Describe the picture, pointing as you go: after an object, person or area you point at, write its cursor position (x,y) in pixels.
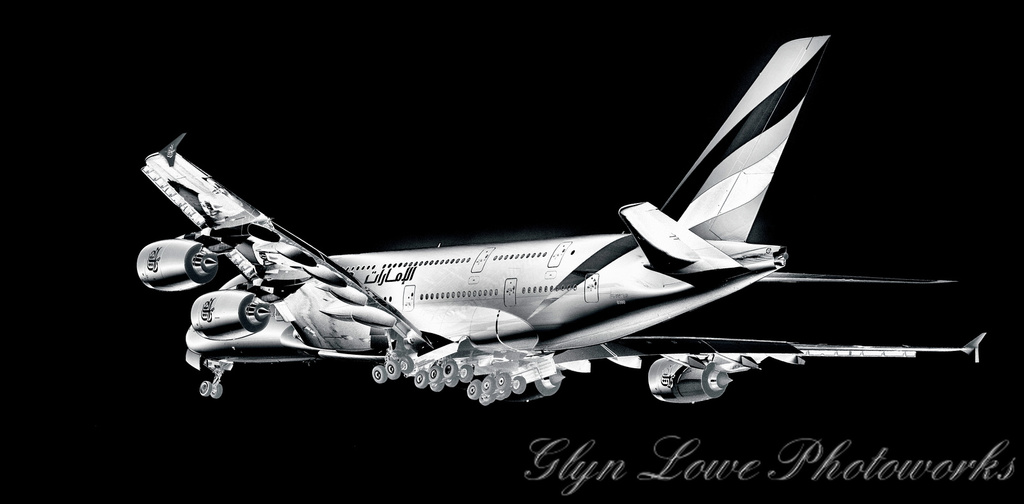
In this image I can see an aircraft (312,319) and I can see something written on the image and the image is in black and white.
